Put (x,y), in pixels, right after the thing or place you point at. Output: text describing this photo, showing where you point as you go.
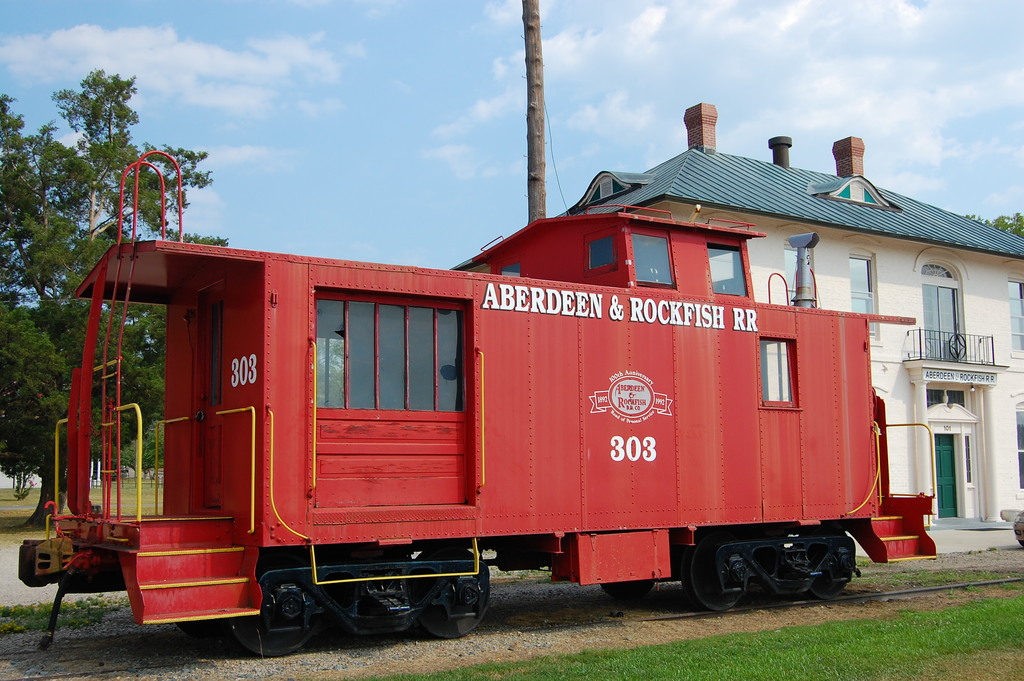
In this picture we can see a vehicle (759,316), grass (624,663), house (908,313), and trees (71,238). In the background (950,18) there is sky (628,86) with clouds (766,30).
